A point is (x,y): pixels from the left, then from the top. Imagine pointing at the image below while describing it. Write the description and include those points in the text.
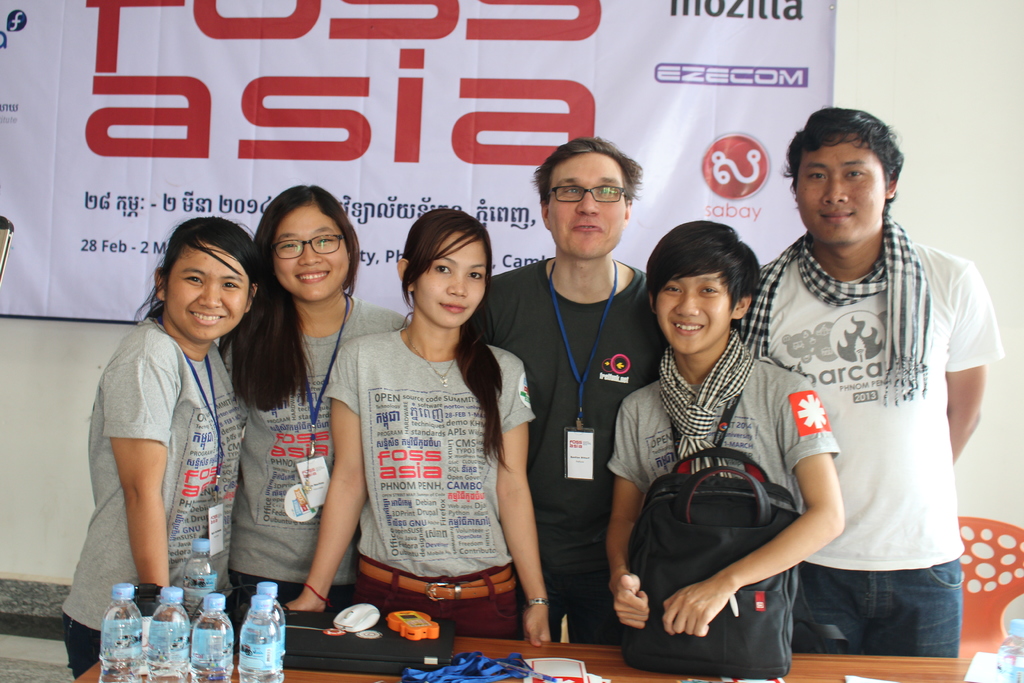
In this image we can see few people (464,489) standing and posing for a photo and there is a table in front of them and on the table (918,672), we can see water bottles (1018,675), bag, laptop (301,621) and some other things (495,681). There is a chair (1000,586) on the right side of the image (995,582) and we can see a banner (720,136) with some text (186,117) attached to the wall (1023,146) in the background (497,124).
